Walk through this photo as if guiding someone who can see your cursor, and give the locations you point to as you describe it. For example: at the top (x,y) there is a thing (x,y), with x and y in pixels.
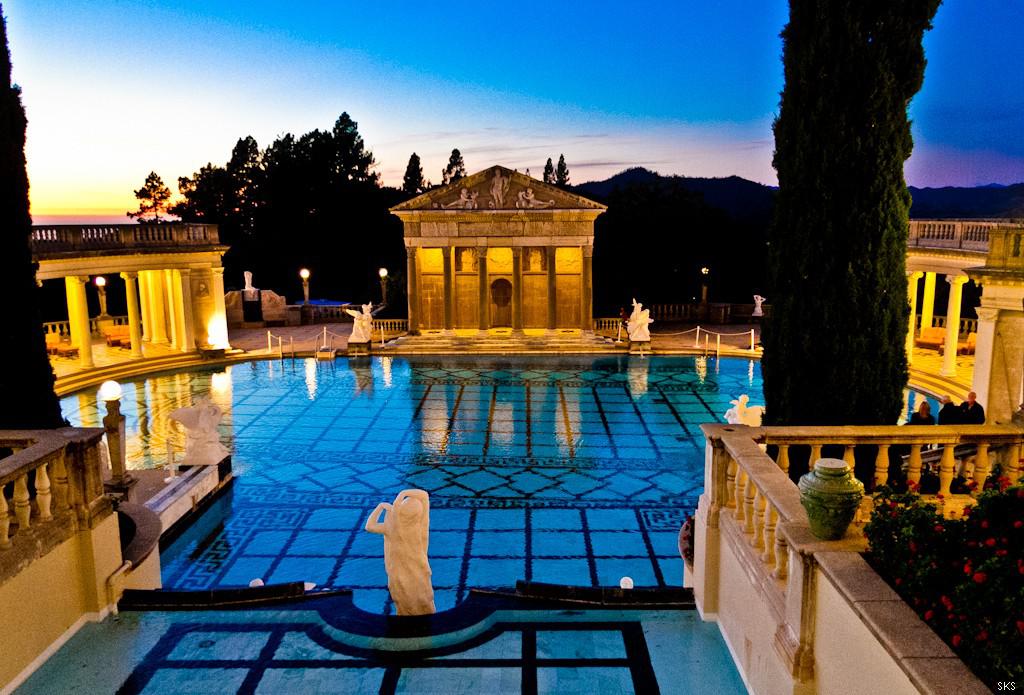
In this image I can see few white color statues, swimming-pool (95,425), fencing (847,538), light poles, trees (328,196), buildings (589,254), pillars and few red color flowers (996,546). The sky (698,94) is in blue, white and yellow color.
